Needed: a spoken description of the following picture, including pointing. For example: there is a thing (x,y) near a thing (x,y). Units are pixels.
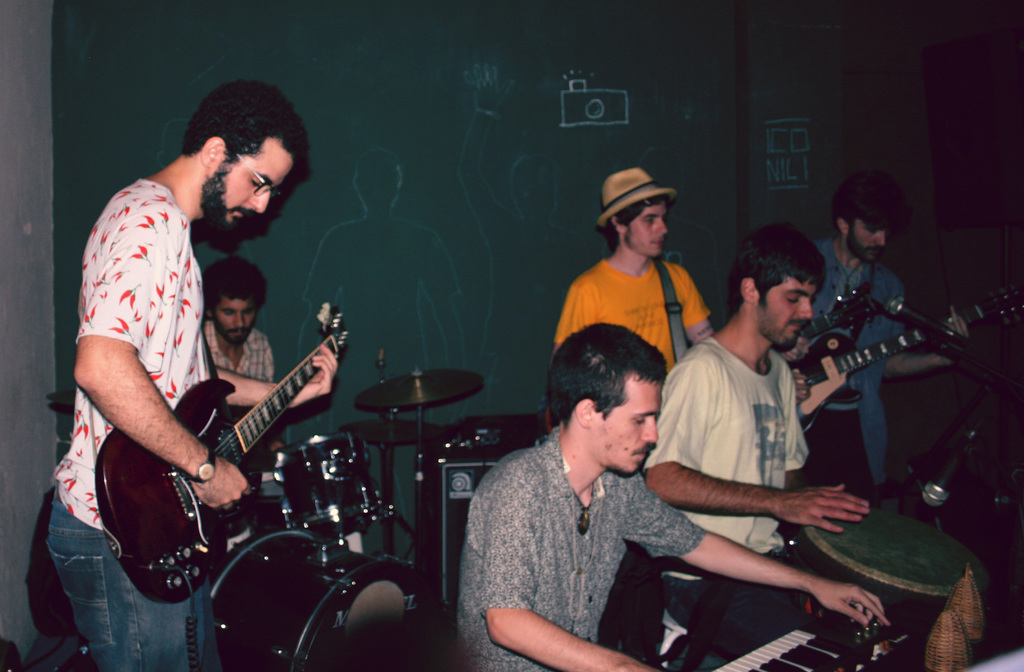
Here in this picture we can see six men (223,342). the first two men (719,447) are sitting. The men (596,554) with shirt (540,550) is playing piano (793,630) and the men (716,488) with white shirt (753,475) is playing drums (920,553). And three men (606,310) are playing guitar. one man (264,344) is playing drums (343,439). At the back of them there is a green color wall (399,211).
